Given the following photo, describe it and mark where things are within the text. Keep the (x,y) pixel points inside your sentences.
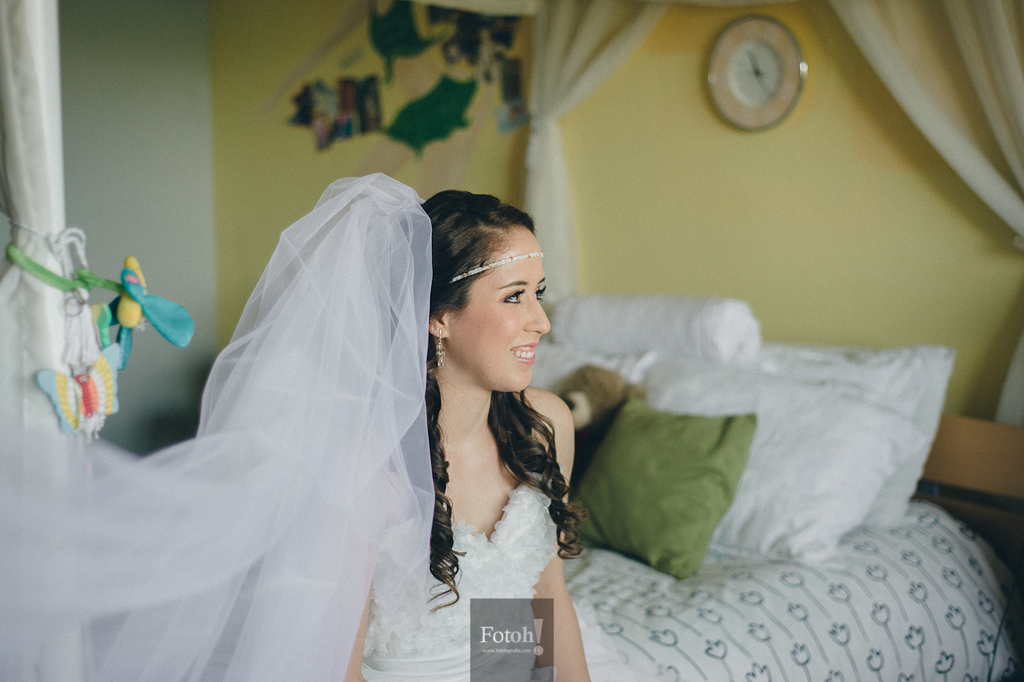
In this image, there is a woman (509,592) sitting on the bed (567,575) on which cushions (704,477) are kept white and green in color. The background wall (712,234) is yellow in color on which wall clock (779,25) is mounted and curtains (606,57) are white in color and a wall painting (419,132) is there on it. The image is taken inside a room (898,125).
